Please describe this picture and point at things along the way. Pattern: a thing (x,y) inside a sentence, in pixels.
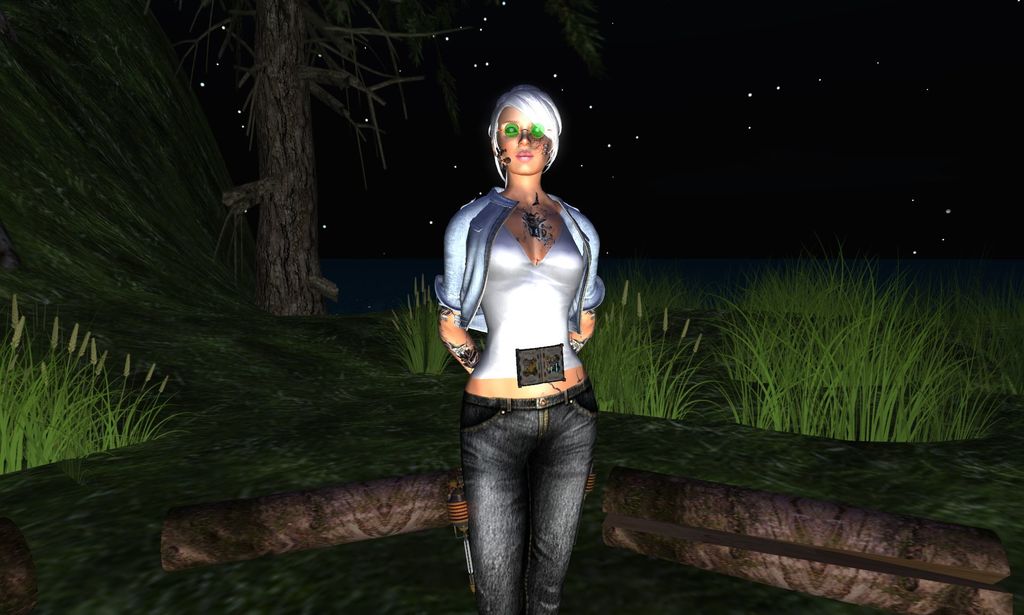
This is an animated picture, in this picture there is a woman (544,425) standing and we can see grass (84,393) and tree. In the background of the image (677,226) it is dark.
